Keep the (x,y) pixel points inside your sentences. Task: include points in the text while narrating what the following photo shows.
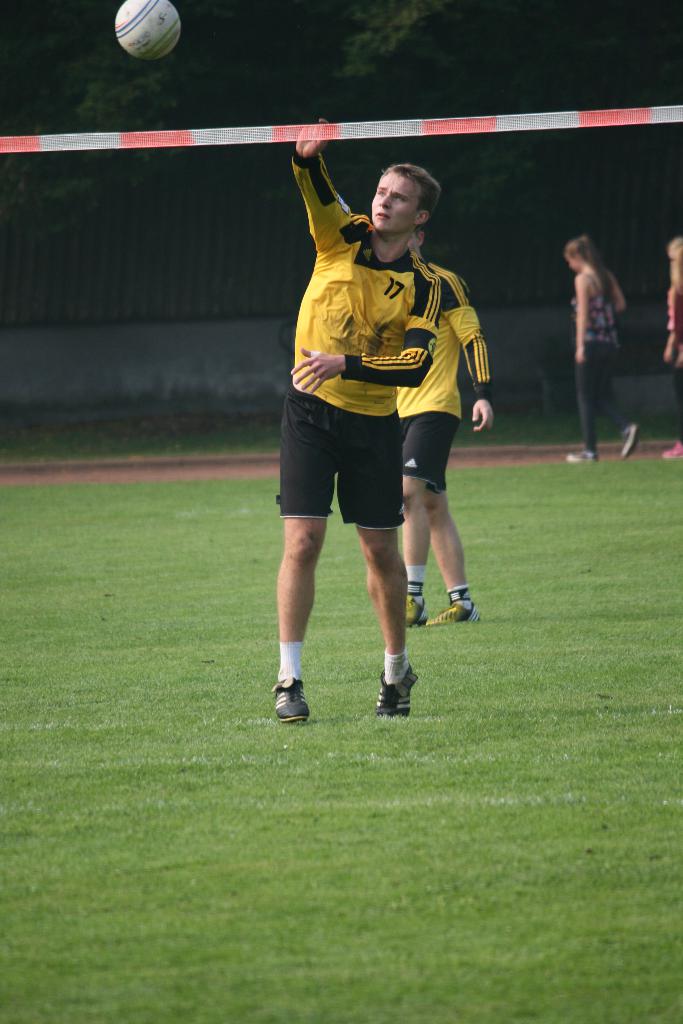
In this image there are players (379,397) playing fistball on a ground (421,662), in the background (633,382) people (599,325) walking and there is wall (33,335) and trees (292,9).
